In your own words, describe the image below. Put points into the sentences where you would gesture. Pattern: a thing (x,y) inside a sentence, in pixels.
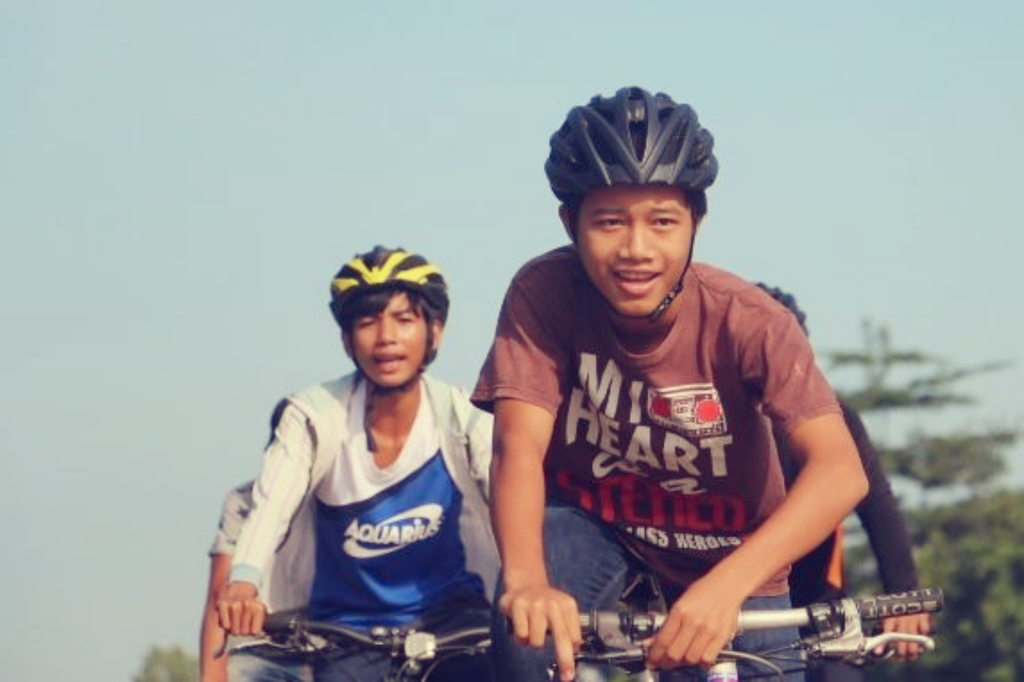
In this image we can see people (673,471) riding bicycles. In the background (179,653) there are trees (901,453) and sky (757,181).
